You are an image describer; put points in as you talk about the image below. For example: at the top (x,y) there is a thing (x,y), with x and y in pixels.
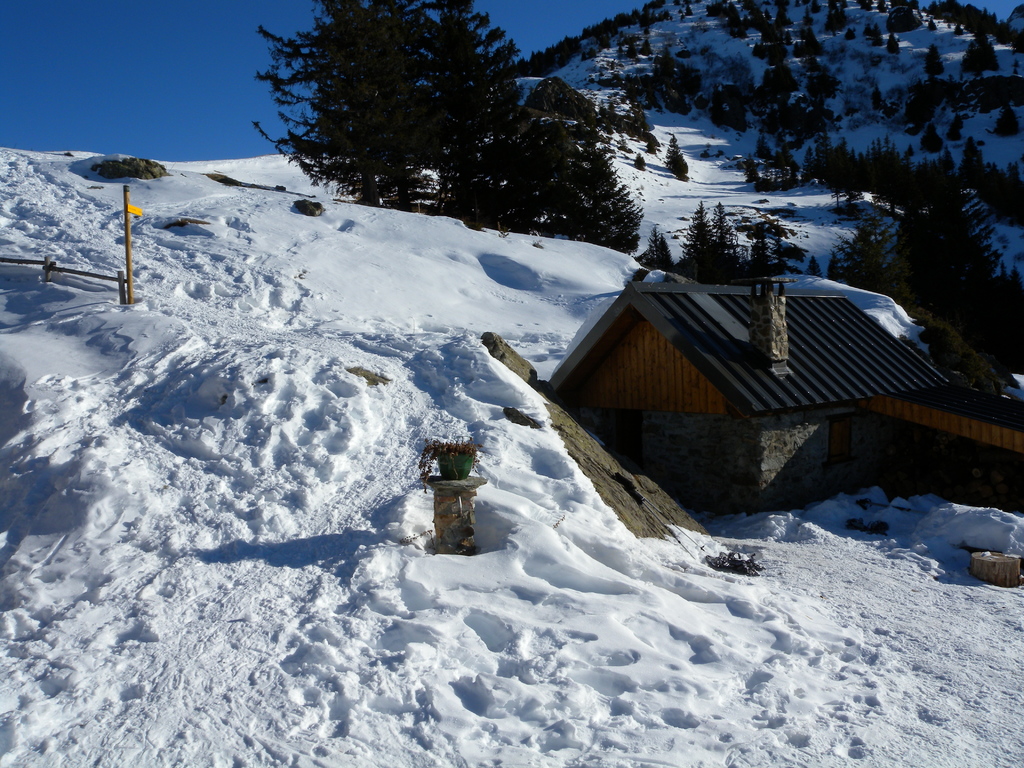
There is one house (758,397) and some trees (544,132) are present on a snowy mountain (699,75) as we can see on the right side of this image (746,334), and there is a blue sky (272,63) at the top of this image (183,63). There is a snow ground (232,388) we can see at the bottom of this image (359,588).
